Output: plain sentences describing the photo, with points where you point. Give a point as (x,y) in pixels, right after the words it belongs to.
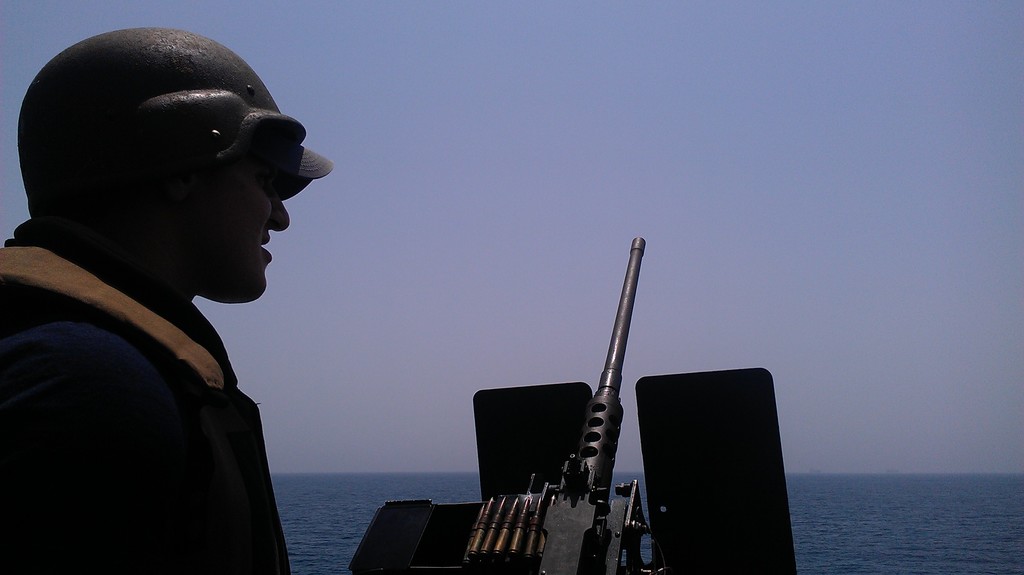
In this image we can see a person (249,429) standing. There is a machine gun (562,492). In the background (880,538) there is water (848,525) and we can see the sky (682,162).
